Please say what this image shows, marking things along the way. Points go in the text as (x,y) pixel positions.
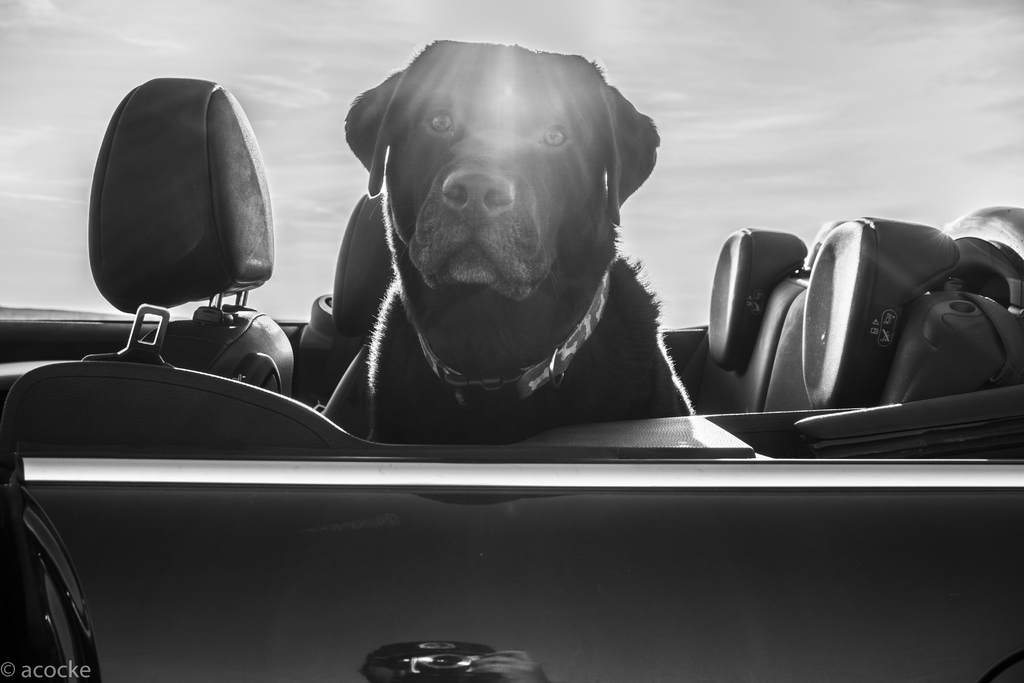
This is a black and white image where we can see a dog (609,253) sitting in a car (60,653) and at the bottom left corner of the image (92,678) there is some text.
